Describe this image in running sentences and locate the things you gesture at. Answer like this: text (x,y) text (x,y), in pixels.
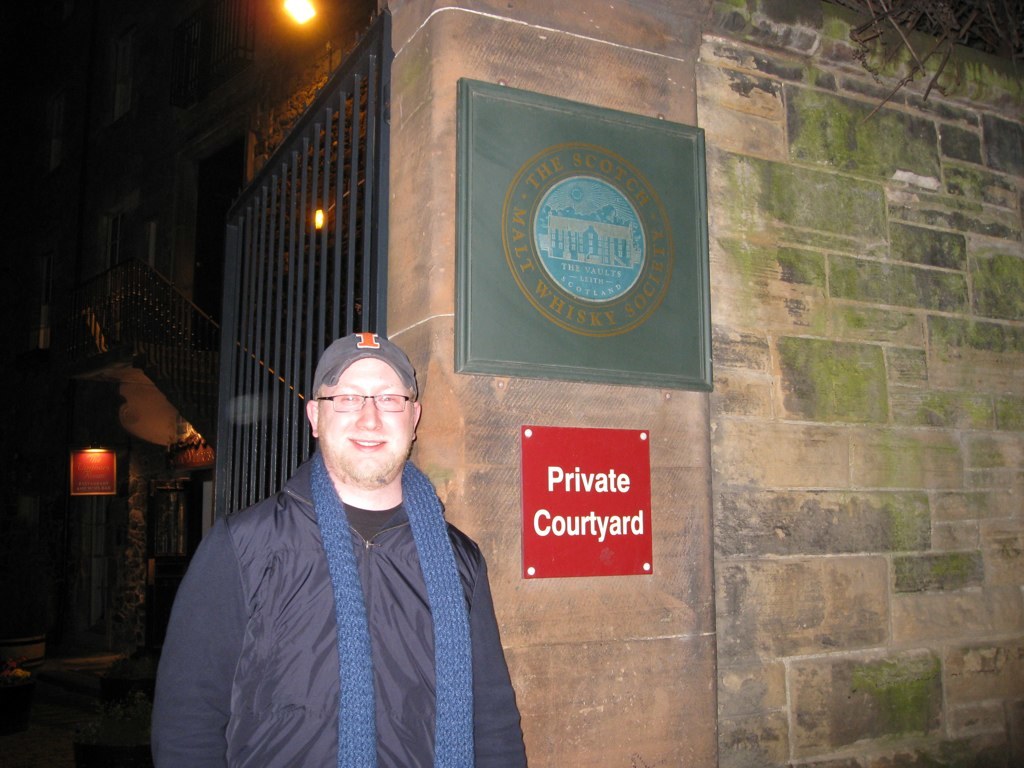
In the image we can see a man (329,629) standing, wearing clothes (382,644), spectacles (362,409) and cap (356,345), and the man (372,370) is smiling. This is a scarf (461,593), board (553,486), fence (345,302) and light (300,22).
